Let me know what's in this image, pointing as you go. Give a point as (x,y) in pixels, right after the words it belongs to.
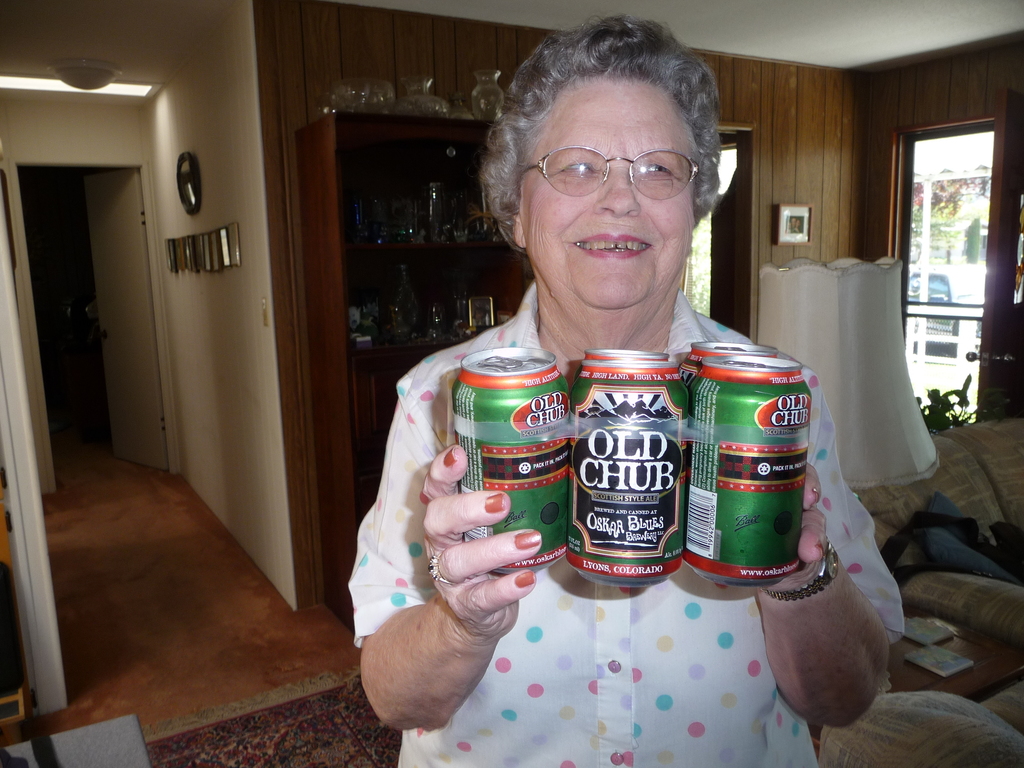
In this image I can see a person (718,145) holding tins (622,446). Back I can see a couch (980,496), lamp (852,376), book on the table (964,655). I can see a cupboard (440,170), doors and frames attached to the wall (251,163).
